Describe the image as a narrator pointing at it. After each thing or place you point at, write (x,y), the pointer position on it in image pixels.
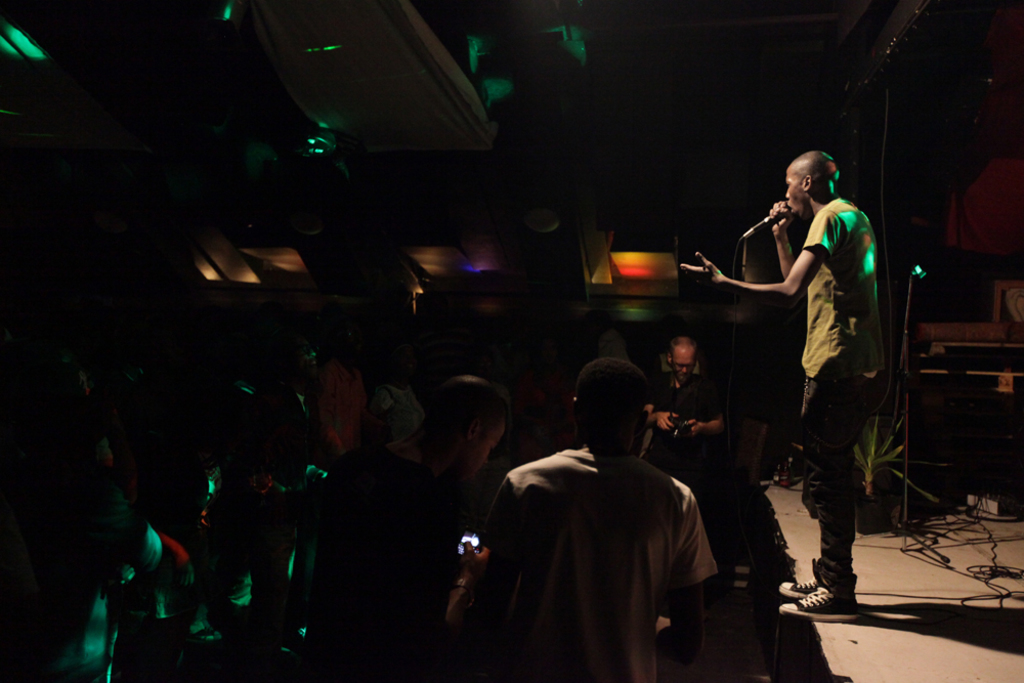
In this picture I can observe a person (816,450) standing on the stage (804,637) on the right side (820,223). He is holding a mic (789,217) in his hand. In front of the stage (780,576) there are some people (339,621) standing. I can observe green color light (219,481) in this picture. On the left side (90,332) it is completely dark.
